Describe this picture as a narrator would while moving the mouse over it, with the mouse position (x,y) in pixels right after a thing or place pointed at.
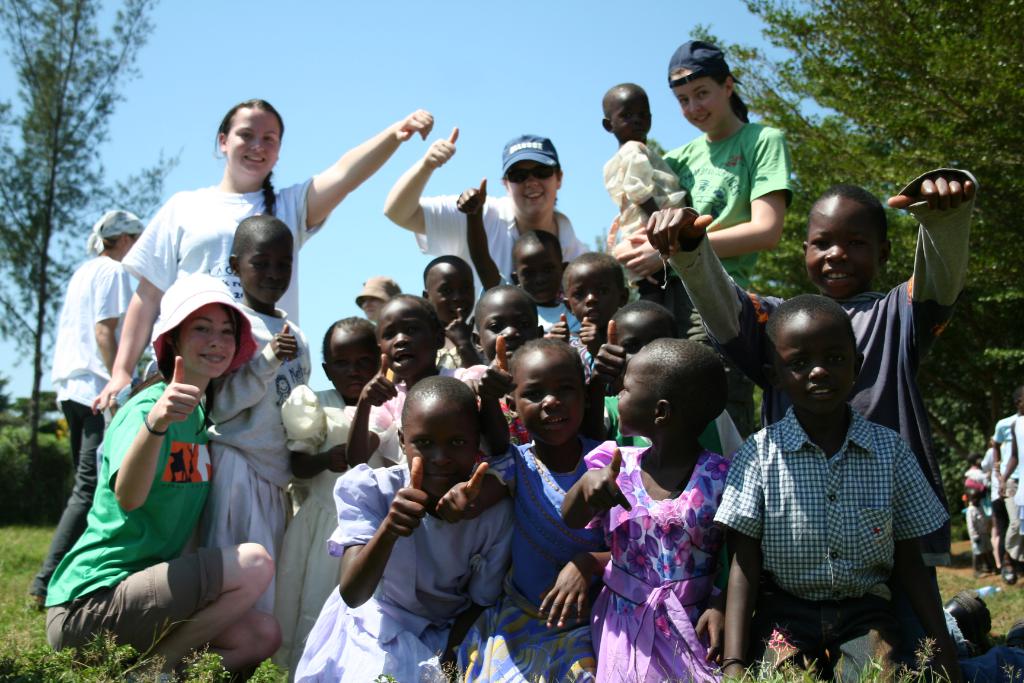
In this image at the bottom (97,461) there are few children's (650,414), women (777,156), one woman (703,166) holding a children (617,107), on the right side (939,65) there are trees (991,304), in front of trees (992,346) there are few persons (999,526) walking on road (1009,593), on the left side (99,366) there is a person (98,361) tree (20,234), bushes (27,433), at the top (295,107) there is the sky (368,107).
